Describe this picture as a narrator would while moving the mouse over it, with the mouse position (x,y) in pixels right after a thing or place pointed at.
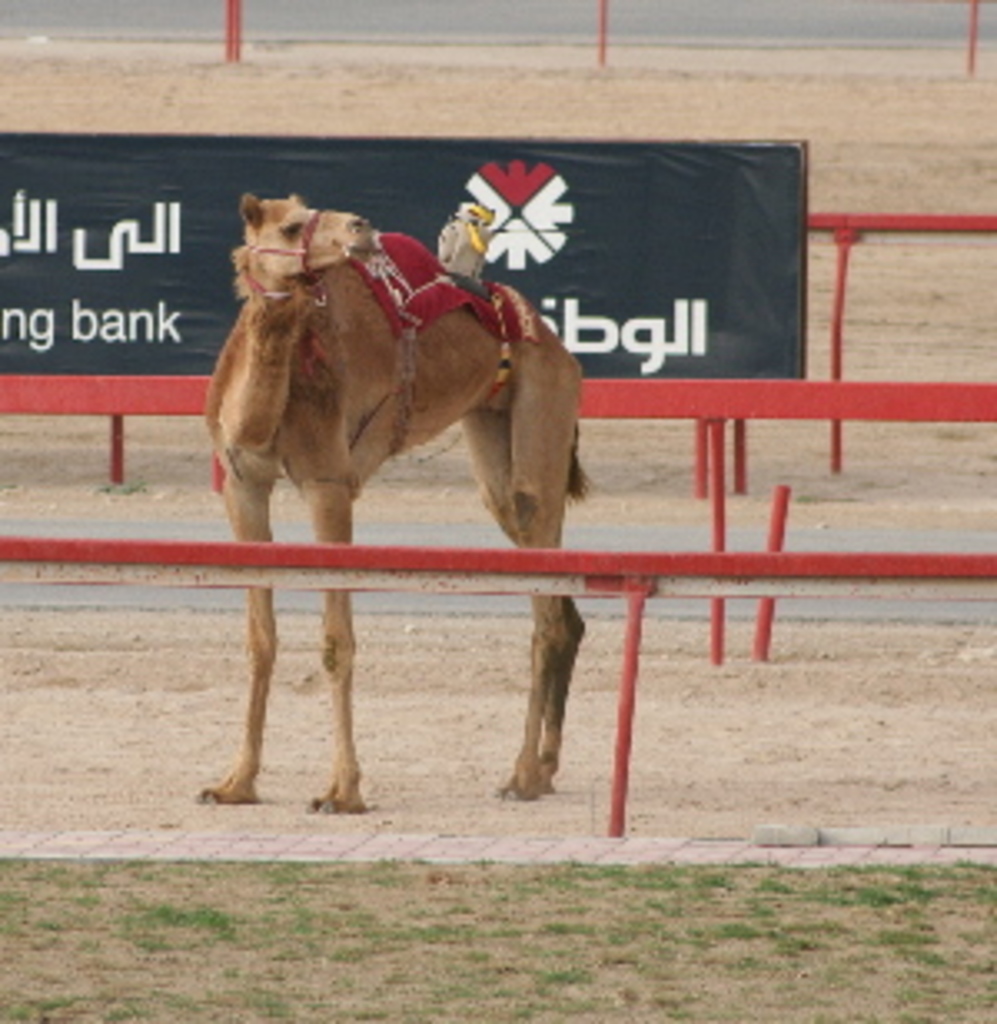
In this image in the front (372,861) there is grass (360,974). In the center (352,366) there is a camel (399,426) standing on the ground (481,505), there are railings (849,560) and there is a board (87,241) with some text (639,325) written on it. In the background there is an object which is red in colour.
